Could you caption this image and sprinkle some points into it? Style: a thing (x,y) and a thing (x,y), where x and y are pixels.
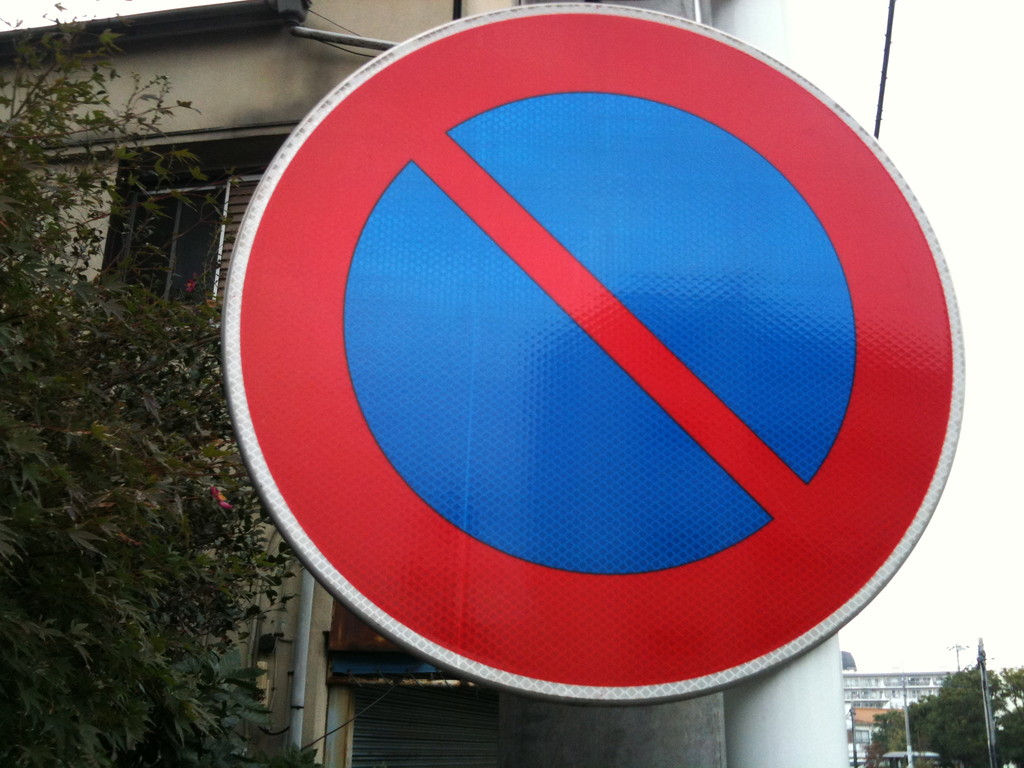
In this image we can see a sign board (471,221), there are some buildings (248,138), trees (173,339) and poles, also we can see the sky (981,273).
